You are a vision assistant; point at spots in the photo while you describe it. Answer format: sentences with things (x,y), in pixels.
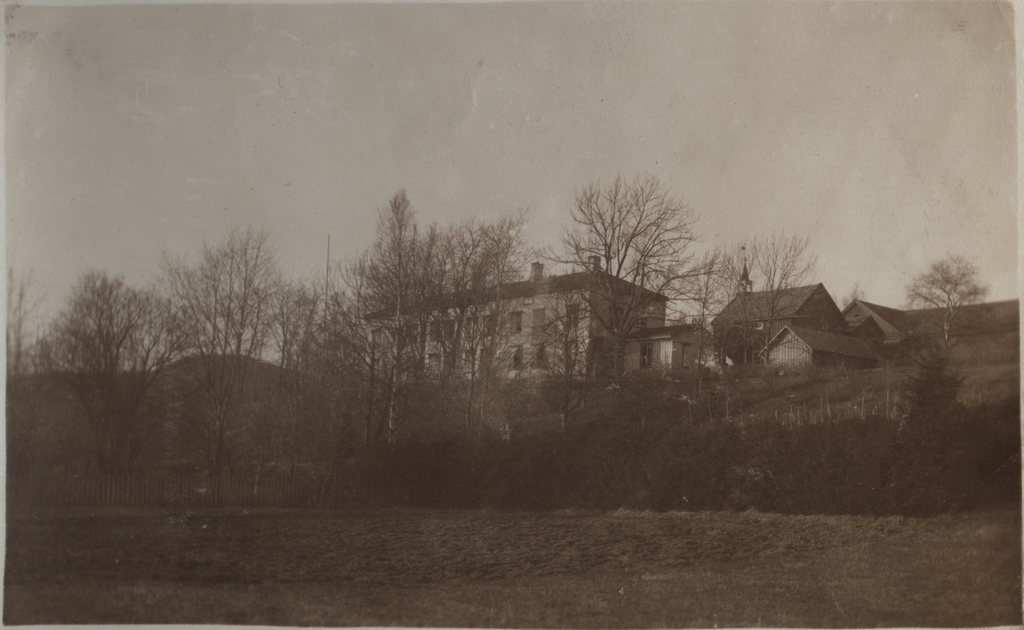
In this picture we can see trees (236,440), in the background (819,340) there are buildings (765,323), we can see the sky (541,174) at the top of the picture (488,130), it is a black and white image.
